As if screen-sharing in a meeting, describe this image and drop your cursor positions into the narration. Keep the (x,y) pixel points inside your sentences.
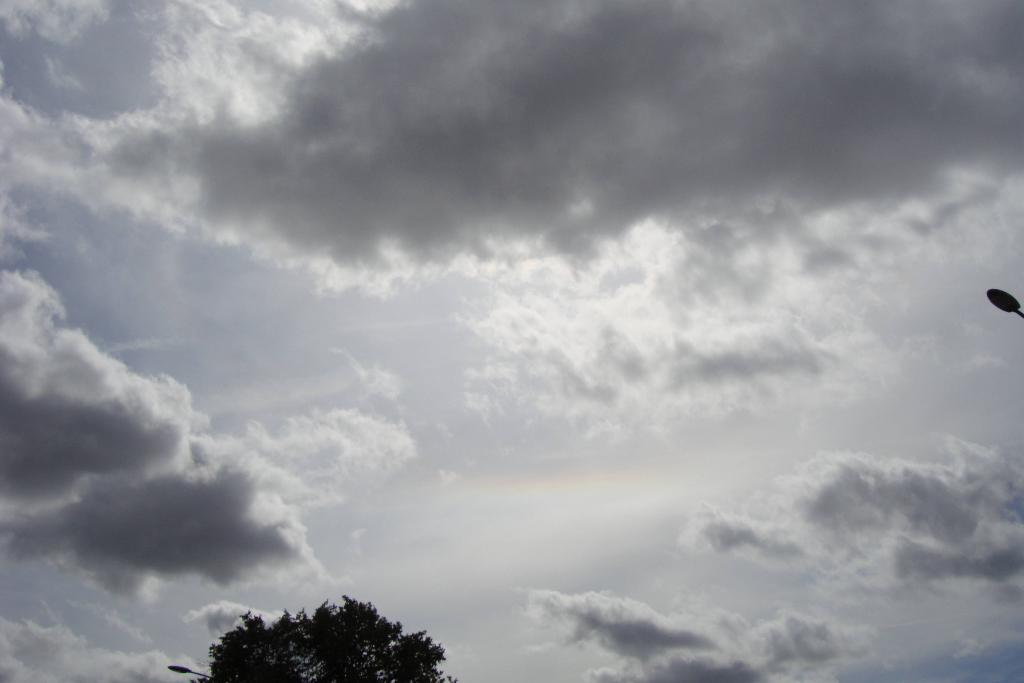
In this image we can see a tree (378,642), some light poles (1007,300) and the cloudy sky (677,284).
